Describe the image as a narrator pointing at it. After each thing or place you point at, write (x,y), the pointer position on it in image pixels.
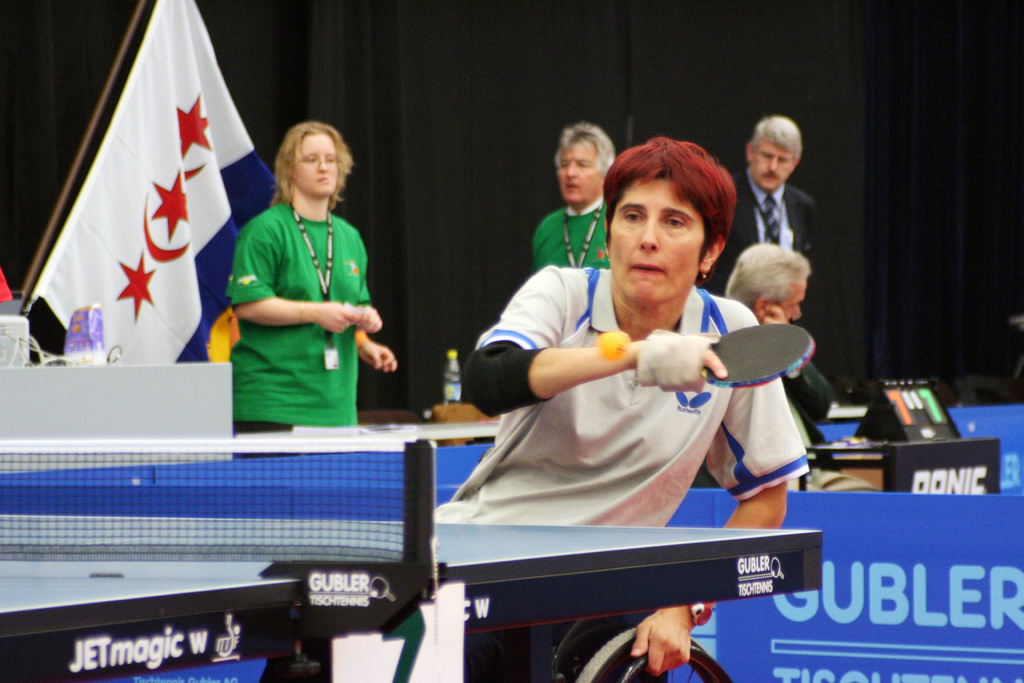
In this picture I can see there is a woman (734,432) playing table tennis and in the backdrop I can see there are some other people (352,399) and there is a flag (121,151) and a black curtain (61,178).
